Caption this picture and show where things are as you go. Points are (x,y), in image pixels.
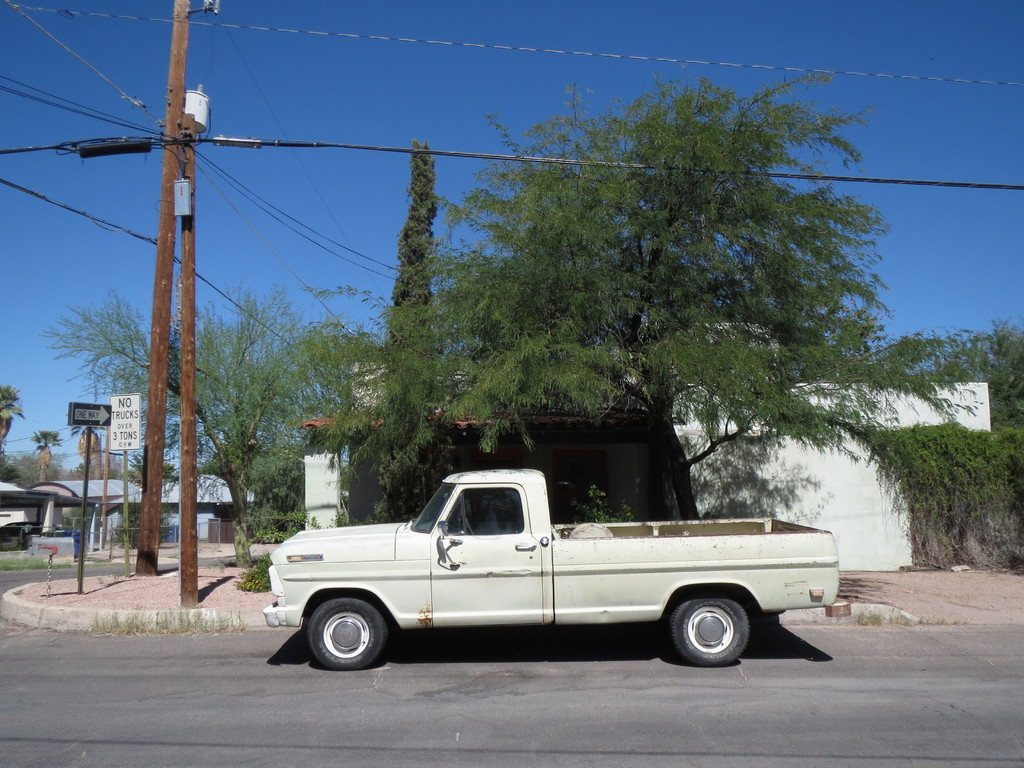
In this image I can see the vehicle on the road (238,723). To the side of the road (125,661) I can see boards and poles (143,544). On the far side of the road (34,575) I can see many trees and buildings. In the background (134,246) I can see the sky (120,196).
